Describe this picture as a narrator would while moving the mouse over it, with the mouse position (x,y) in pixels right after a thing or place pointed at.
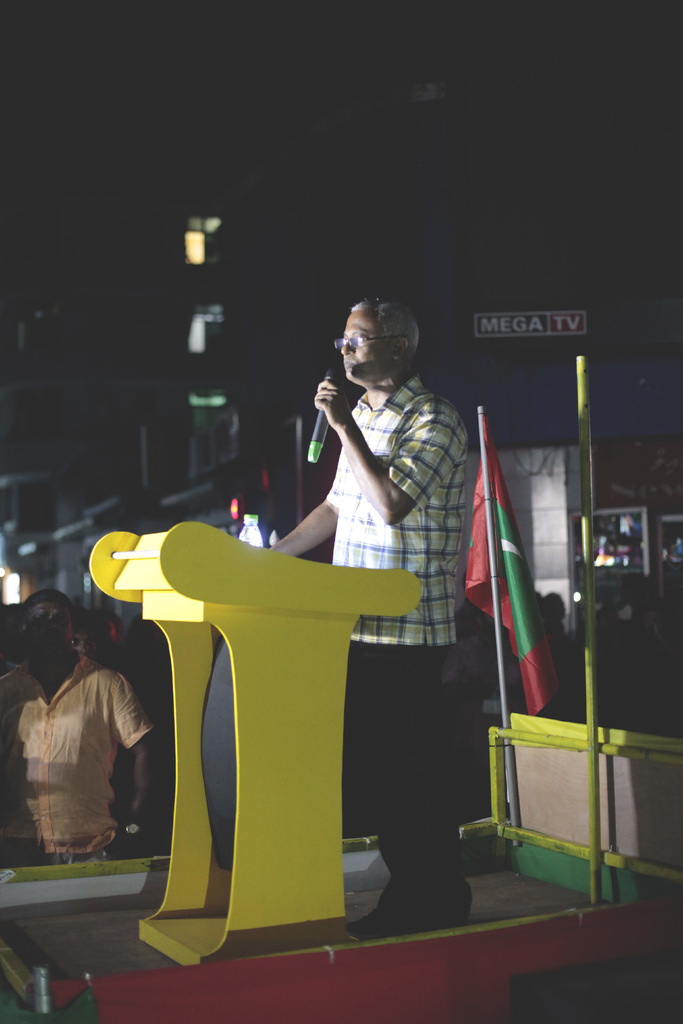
A person (399,527) is holding a mic (326,431) wearing spectacle (358,344) is standing in front of a stand (245,726). In the back (483,545) there is a flag (514,600). There are some persons (81,685) standing behind him. There are buildings (212,287) in the background (302,294).
